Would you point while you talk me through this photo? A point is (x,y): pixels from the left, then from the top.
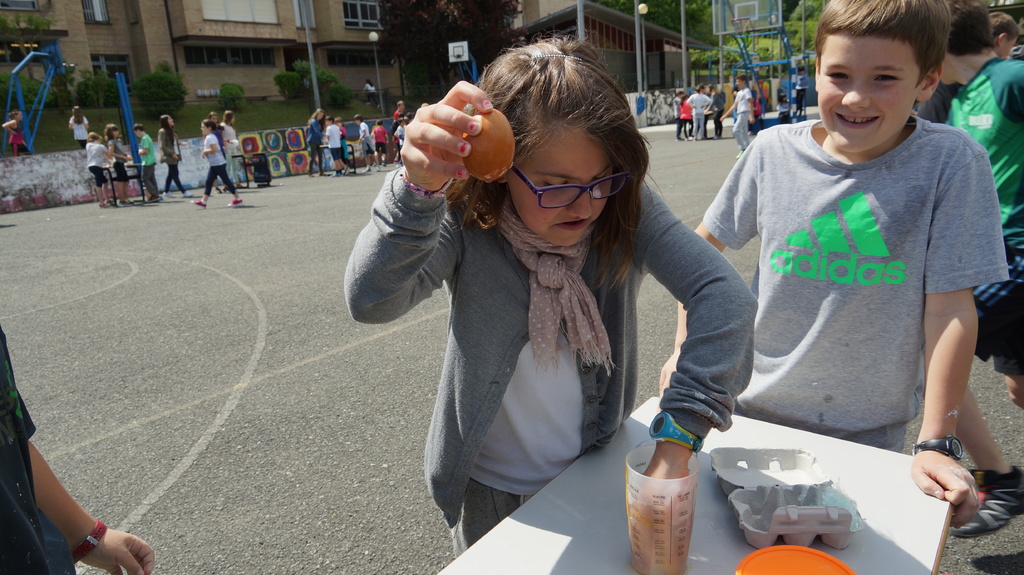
In this image I can see the road (219,360). To the side of the road (130,309) there are few tables (494,548). Around the tables (594,505) I can see the group of people (553,311) with different color dresses (472,368). And I can see the bottle (649,523), tray (769,515) and the orange cap (751,559) on the white color table (587,456). In the back (393,66) I can see the light pole (379,82), many trees (413,82) and the buildings (139,52).
